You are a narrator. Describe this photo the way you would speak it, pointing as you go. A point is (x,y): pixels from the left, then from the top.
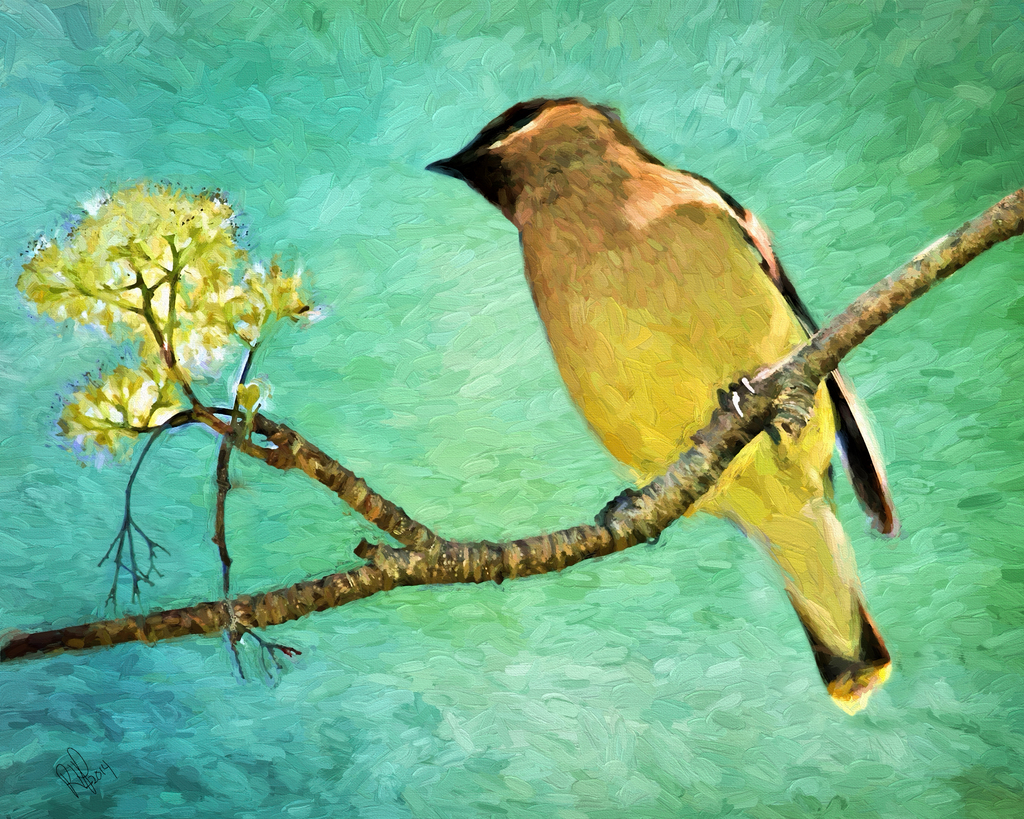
In this image I can see depiction picture where I can see yellow colour bird (842,412) on a branch (310,477) of a tree (671,515). I can also see yellow colour flowers (78,257) on the left side of this image (217,258). In the background (197,73) I can see green colour.
